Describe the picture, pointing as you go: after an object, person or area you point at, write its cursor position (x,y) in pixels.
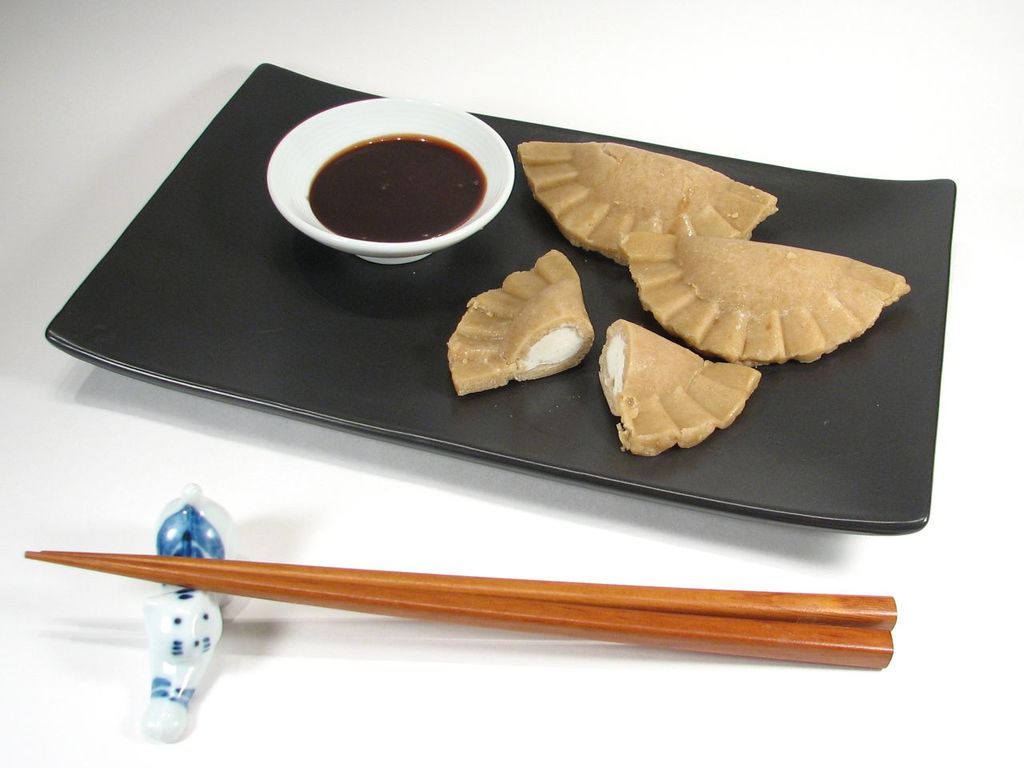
The picture consists of a plate (888,231) which had food (674,249) on right (688,366) and sauce bowl (302,180) on left side (316,124) and there are chopsticks (439,609) in the front (573,613) and below the chopstick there is ceramic supporter (201,610).
